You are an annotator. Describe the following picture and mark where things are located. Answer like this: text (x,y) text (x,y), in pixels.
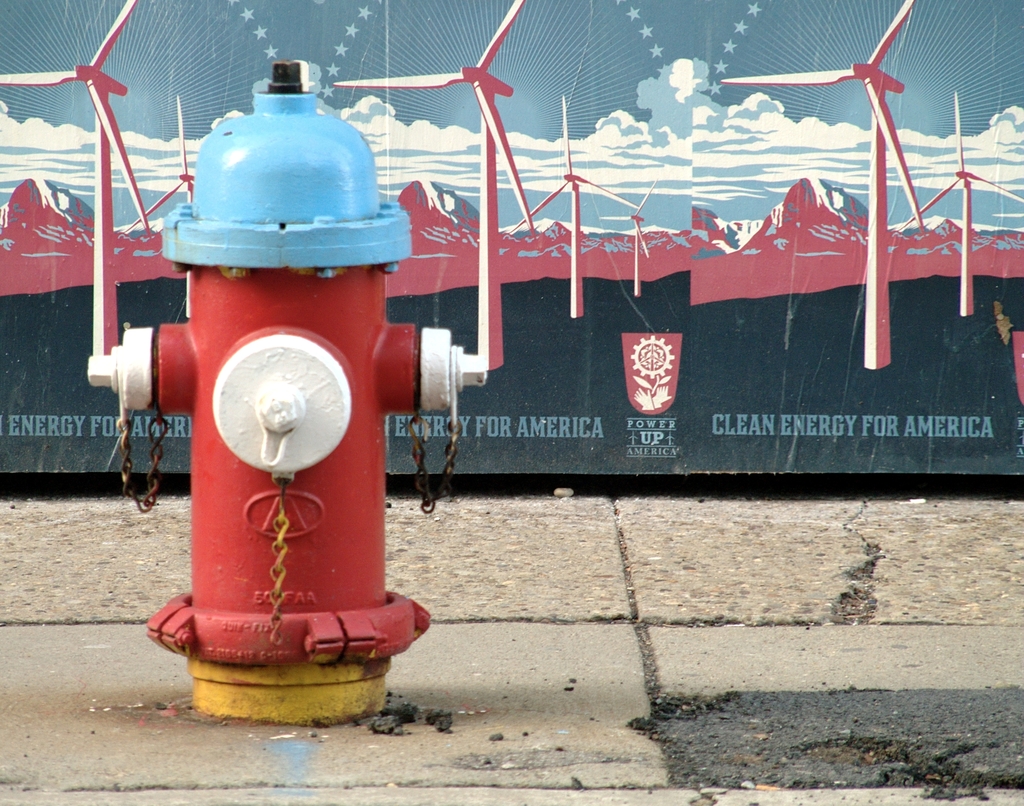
In this image we can see a fire hydrant (346,507) and in the background (801,409) there is a board (494,126) with picture (632,243) and text (460,421).
